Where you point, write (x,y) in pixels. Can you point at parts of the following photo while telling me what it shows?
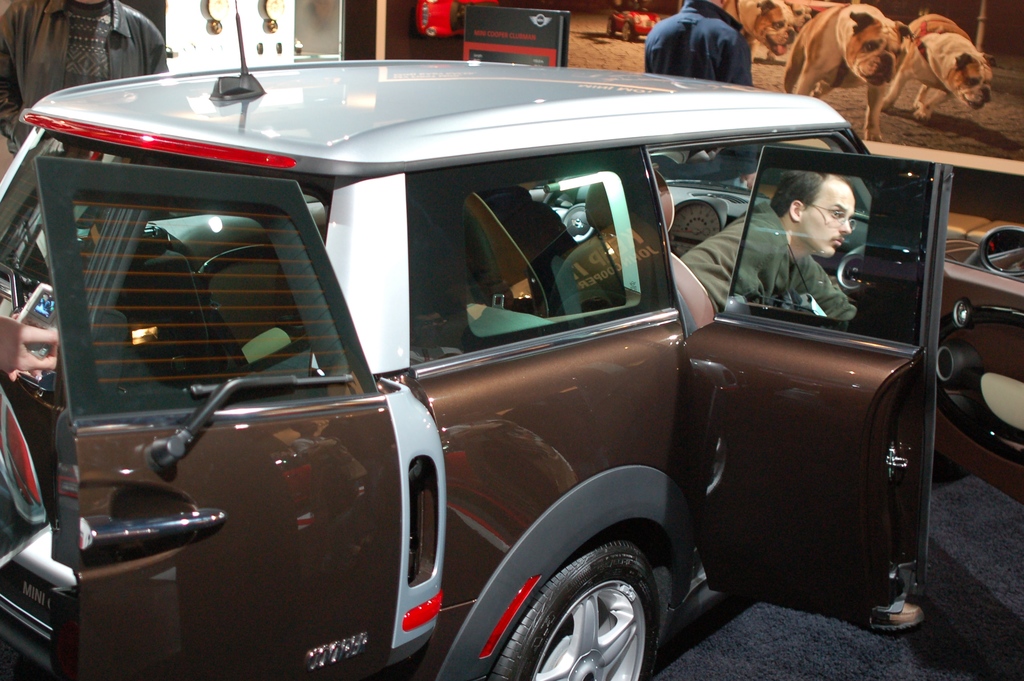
in the image we can see vehicle (682,377), in vehicle (590,551) we can see one person (852,303). And coming to background (60,43) we can see two persons (109,56) were standing and there is a door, banner (565,29) and screen (911,71).
